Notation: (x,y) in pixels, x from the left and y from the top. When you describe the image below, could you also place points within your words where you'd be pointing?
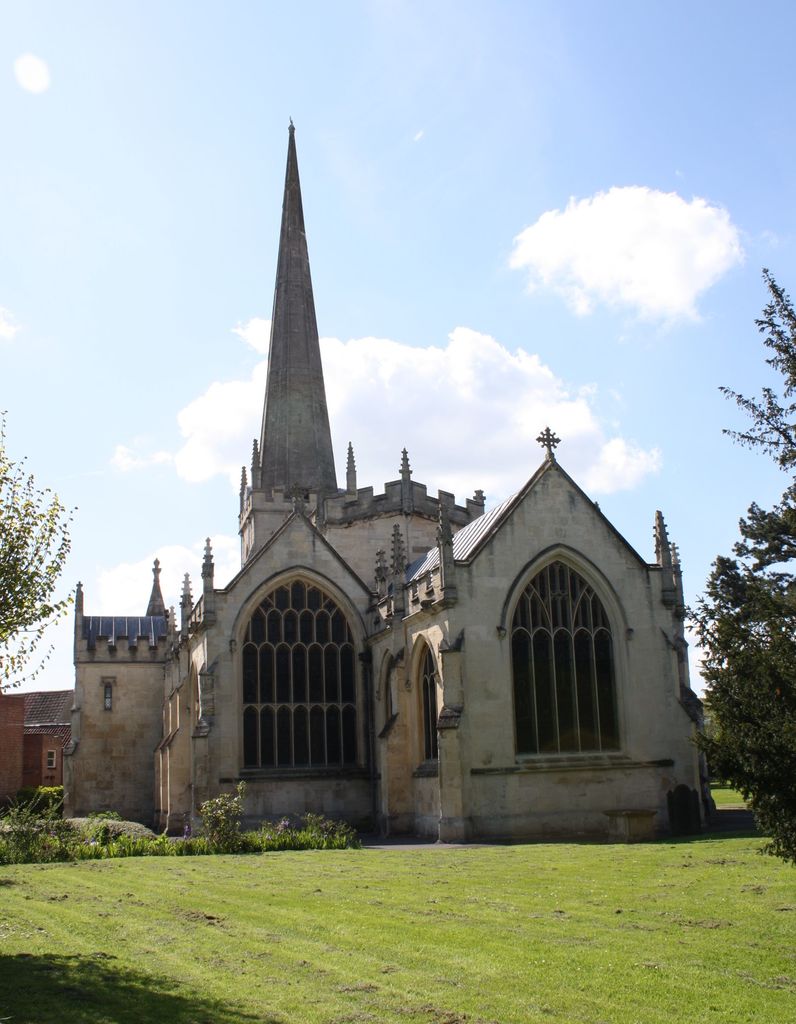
In this image we can see grass (377,913), plants (55,798), trees (2,635), building (342,782), and a house (40,691). In the background (218,369) there is sky (446,305) with clouds (522,405).
